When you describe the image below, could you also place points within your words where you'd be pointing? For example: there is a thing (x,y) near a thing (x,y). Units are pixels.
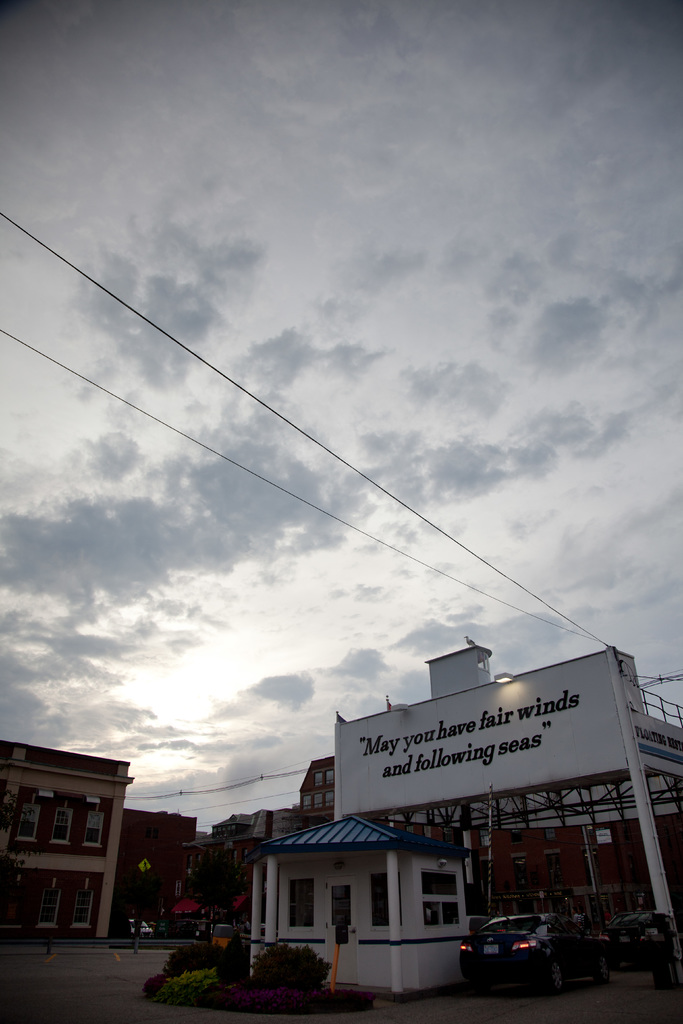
Here in this picture we can see buildings (164,836) present all over there and in the front (482,788) we can see a board (401,785) present, on which we can see some text (499,714) written on it over there and we can see a light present on it over there and on the ground (554,1003) we can see a car (527,940) present and we can see some plants (280,972) present over there and in the sky (232,638) we can see clouds (284,507) present over there.
